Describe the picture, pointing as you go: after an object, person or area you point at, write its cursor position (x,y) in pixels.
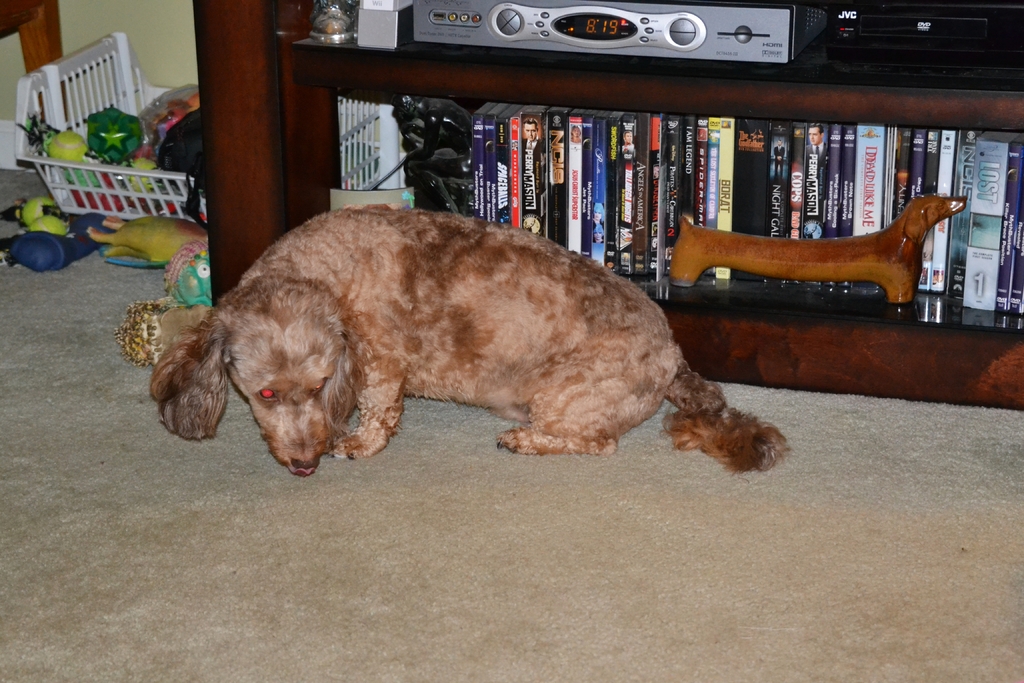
In the image we can see the dog (423,360), pale brown in color. We can even see there are books (586,185), kept on the shelf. Here we can see electronic device (762,28), basket (112,166) and in the basket (97,198) there are many other things (86,184) and the carpet (82,333).
